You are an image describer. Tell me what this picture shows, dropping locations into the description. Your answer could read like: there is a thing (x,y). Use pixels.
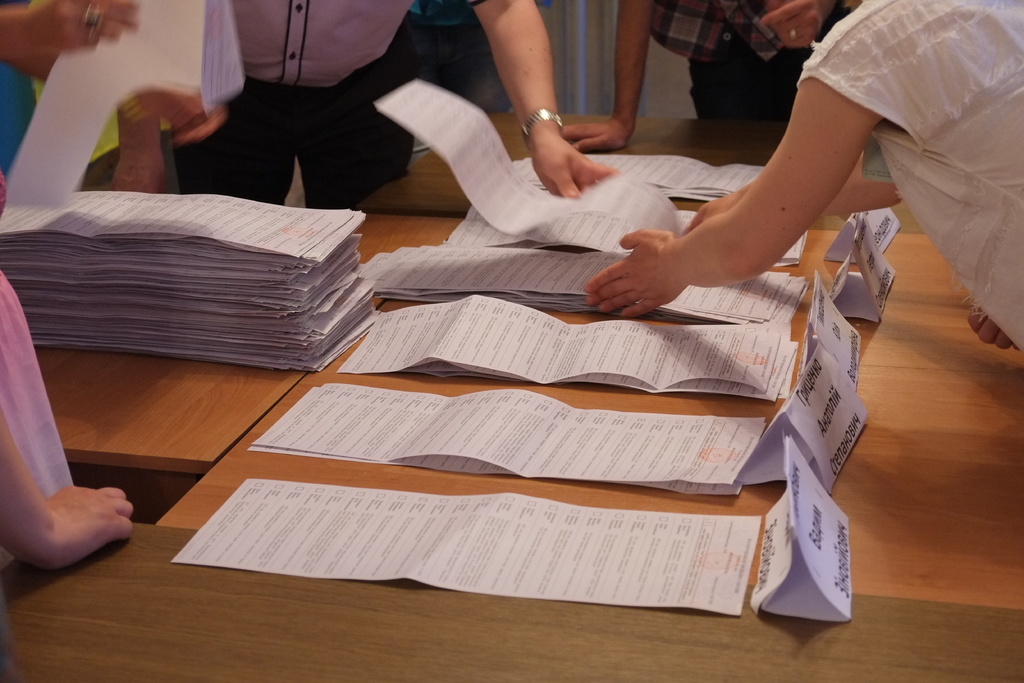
In this picture we can see there are wooden tables (268,399) and on the tables (726,629) there are papers (476,435). Behind the table (270,396) there is a group of people (327,194) standing.
